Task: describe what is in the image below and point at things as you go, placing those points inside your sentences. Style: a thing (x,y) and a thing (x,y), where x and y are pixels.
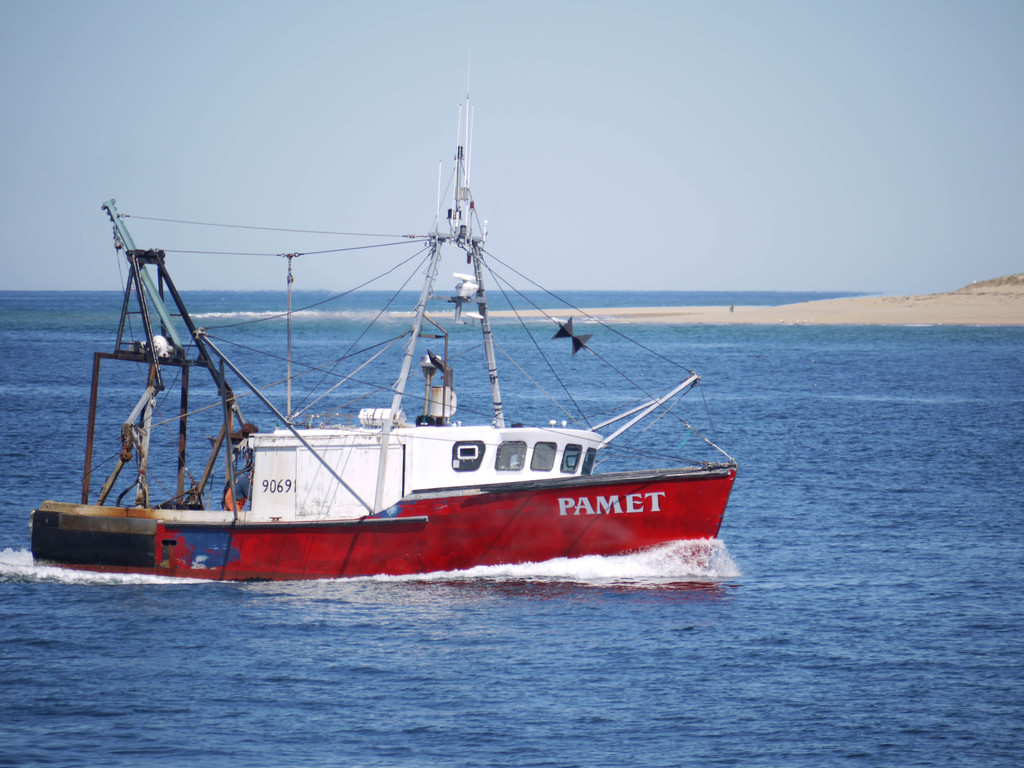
This is an outside view. Here I can see a boat (400,524) on the water (482,734). On the right side (878,306), I can see the land (863,316). At the top of the image (774,108) I can see the sky (768,91).
